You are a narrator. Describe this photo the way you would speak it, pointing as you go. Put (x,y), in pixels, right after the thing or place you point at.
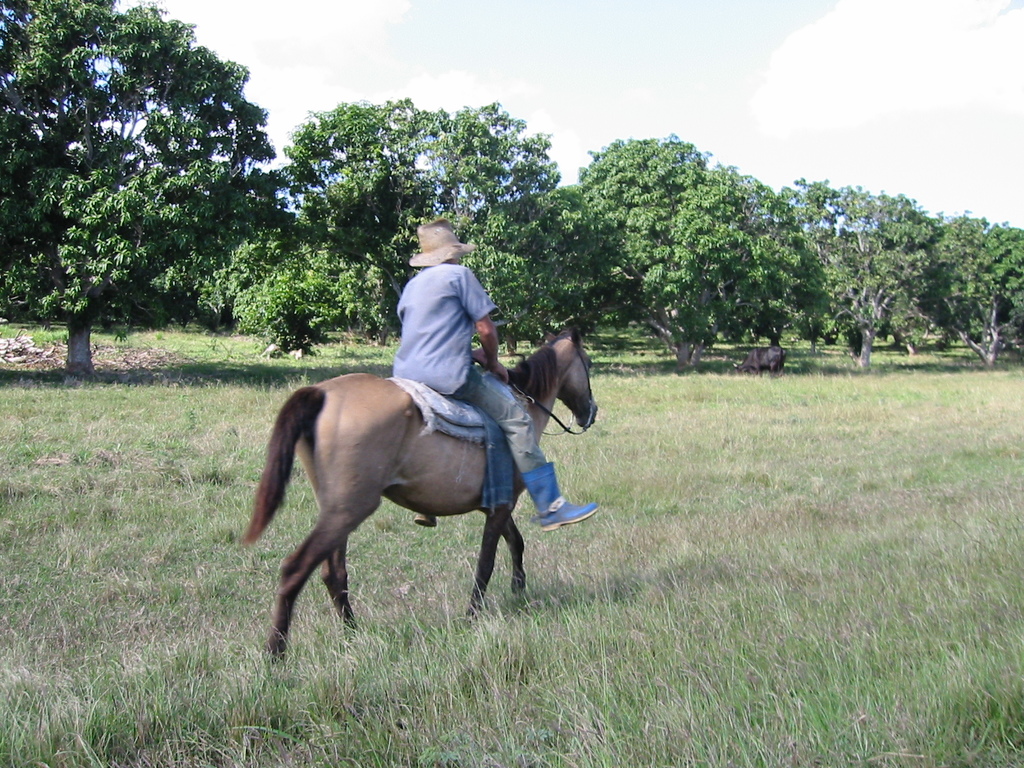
A person (450,312) is riding a horse (428,513) wearing a hat (455,250), blue shirt (451,278), pant (519,441) and blue boots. There are trees (11,228) at the back (435,204).
